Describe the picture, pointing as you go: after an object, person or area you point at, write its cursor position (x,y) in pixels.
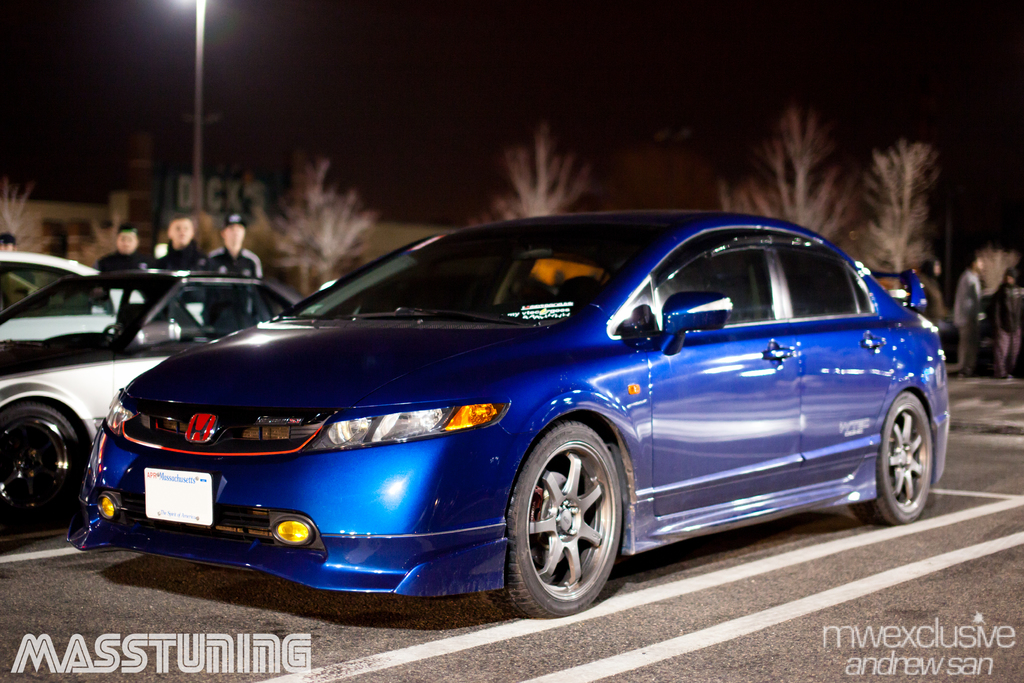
In this image I can see a car (419,433) which is blue in color on the road (784,608). I can see few other vehicles (103,352) on the road (743,599), few persons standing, few poles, few trees (318,251), few buildings (239,184) and the dark sky (547,81) in the background (506,67).
